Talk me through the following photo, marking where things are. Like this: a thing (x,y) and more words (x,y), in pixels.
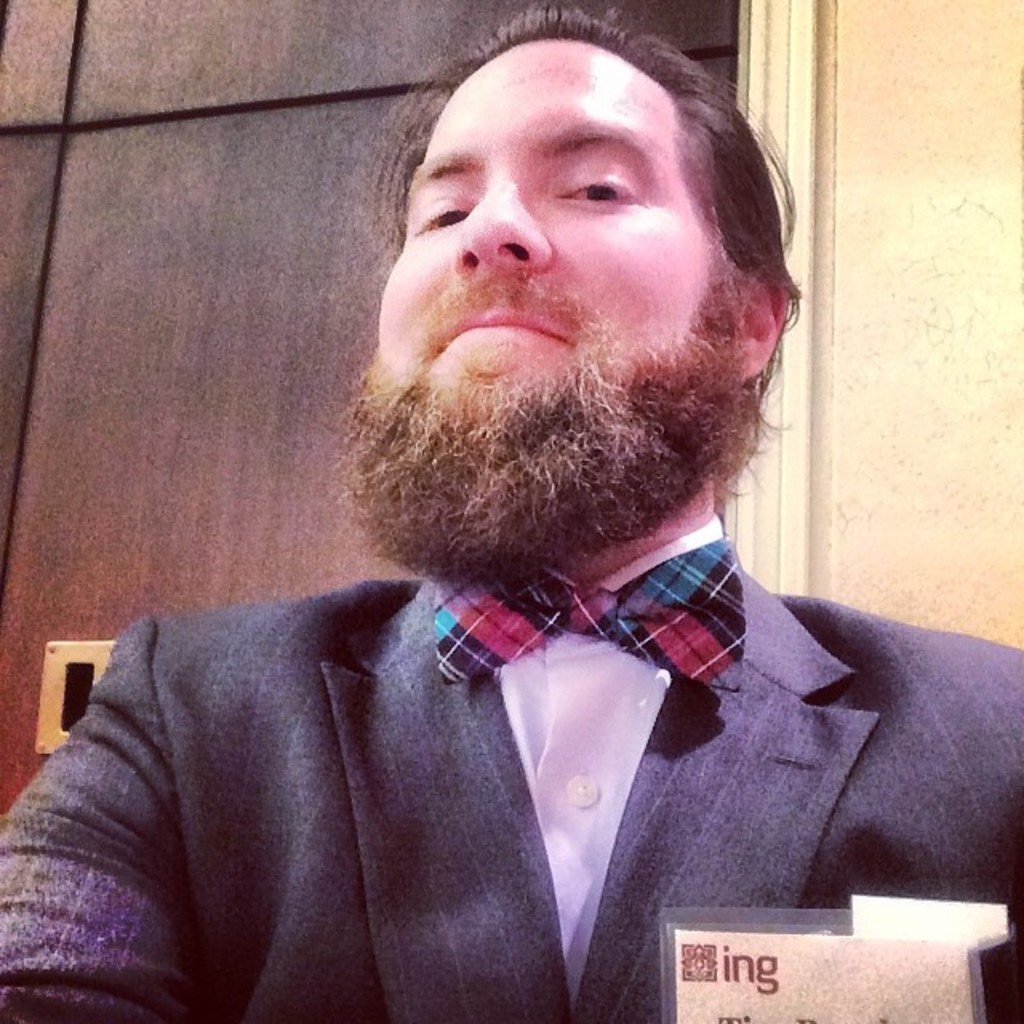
In this image we can see a man (639,496) and in the background (936,468) we can see a door (371,108) and wall (1022,211). At the bottom (775,954) we can see a card (768,972).
